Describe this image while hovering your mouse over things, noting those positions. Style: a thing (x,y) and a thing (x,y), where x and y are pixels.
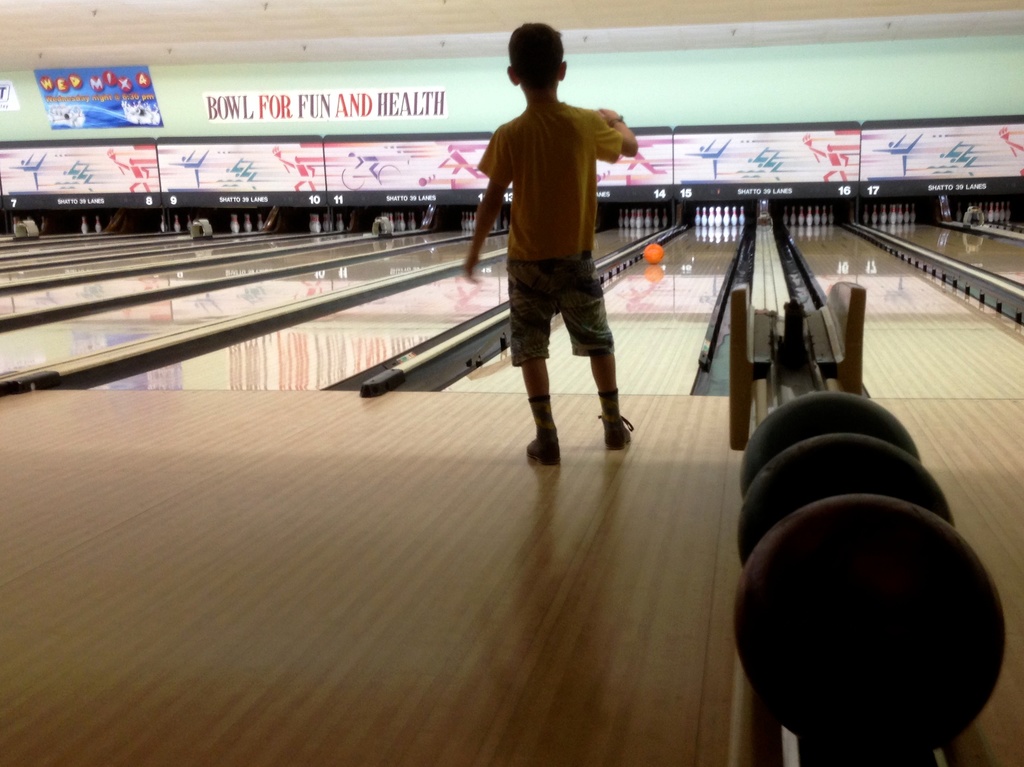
In this image there is a person (576,146) standing. There is a smooth floor (576,436). There is some object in the foreground (875,702). There is a ball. There are some objects (809,215) in the background (23,236). There is a board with text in the background (32,167).
